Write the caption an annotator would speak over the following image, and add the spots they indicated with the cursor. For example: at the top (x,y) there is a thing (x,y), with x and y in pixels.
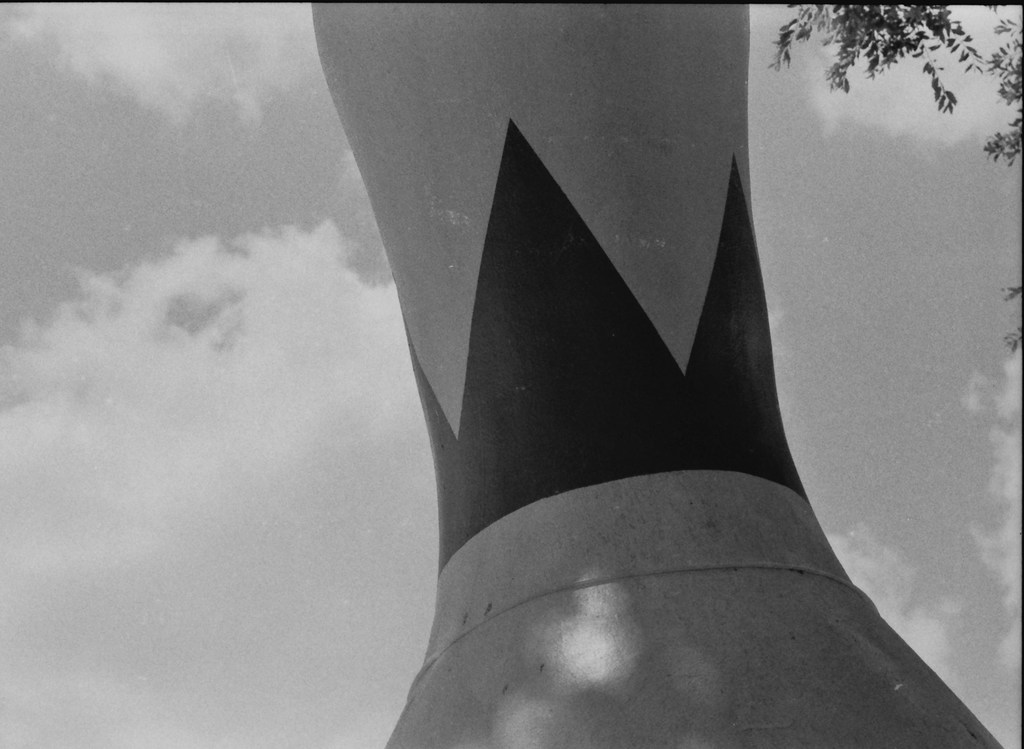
It is a black and white image and it seems like a tower (640,147) and beside the tower (634,129) there are branches (891,35) of a tree (852,22).
